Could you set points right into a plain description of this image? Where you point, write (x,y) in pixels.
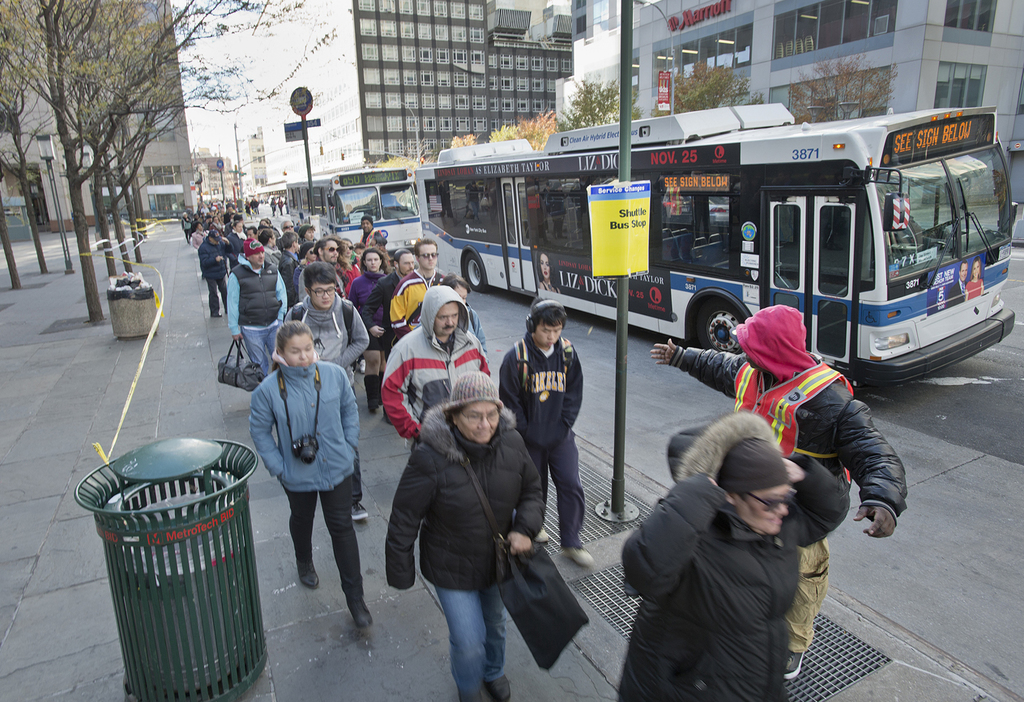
On the right side (778,177) few buses (464,151) are stopped on the road (932,494) and in the middle (379,269) many people (301,318) are walking on this foot path (403,444). On the left side (76,171) there are bare trees (70,166).
